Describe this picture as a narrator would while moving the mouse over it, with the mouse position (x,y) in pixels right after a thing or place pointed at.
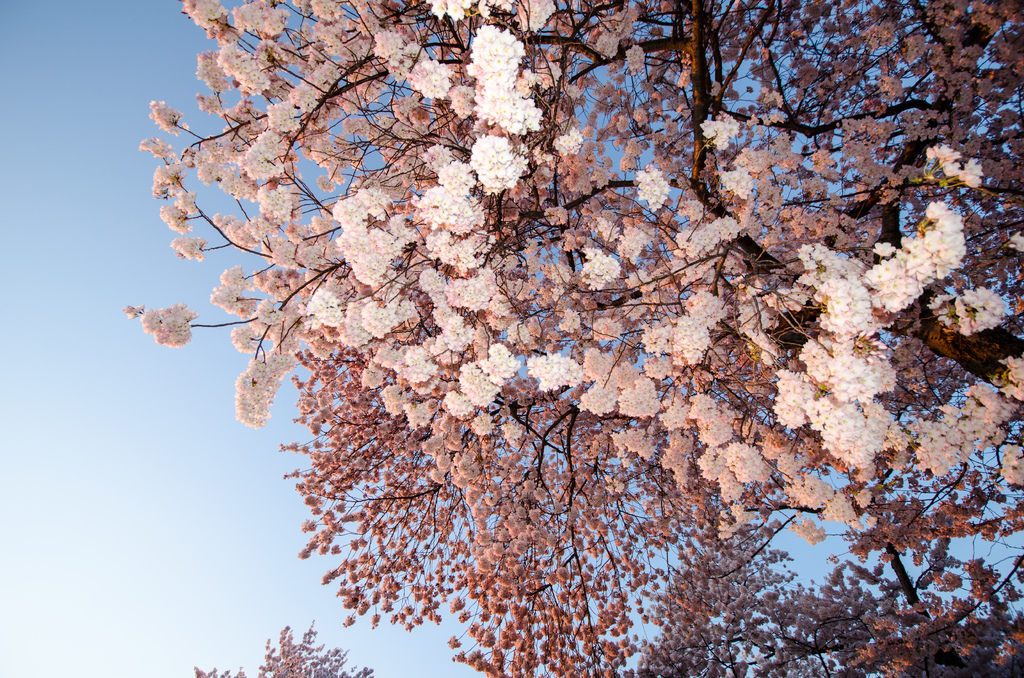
In this image, we can see trees (398,291) with some flowers (322,288) on it. We can also see the sky (39,483).
